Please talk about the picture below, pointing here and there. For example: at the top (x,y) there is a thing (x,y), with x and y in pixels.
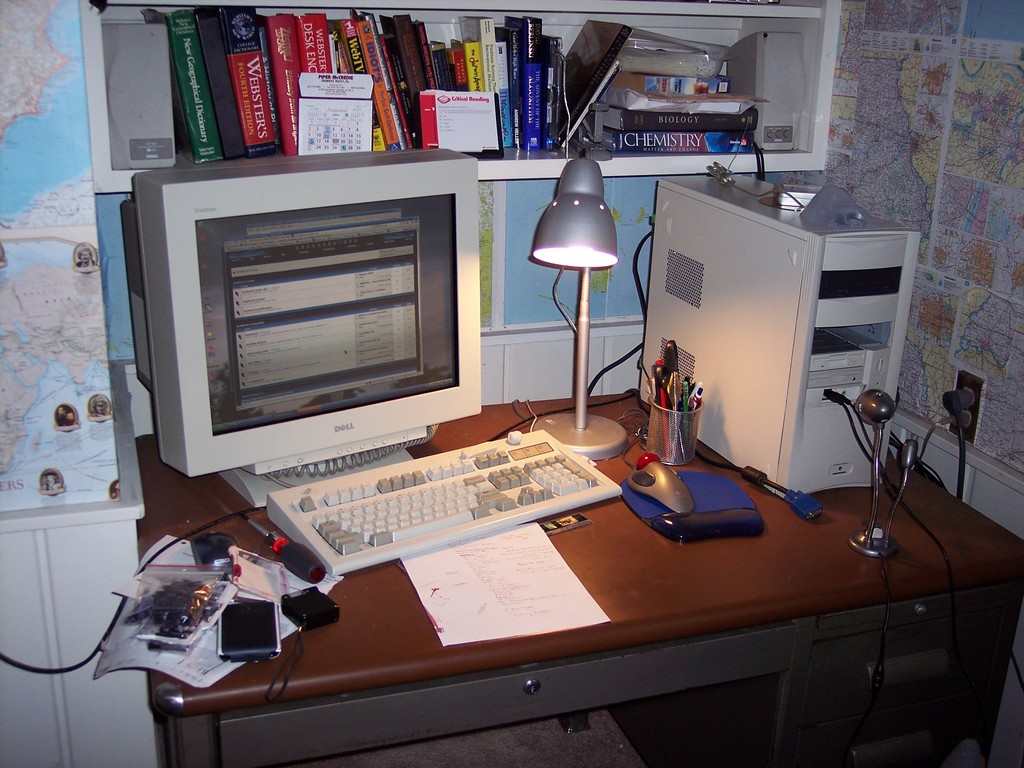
In this picture we can see a desk (675,572) and on the desk (402,710) there is a monitor (266,364), keyboard (517,446), CPU (737,376), mouse (662,477), mouse pad (706,477), pen stand (678,389) and some objects (184,570). On the left (74,304) and right side of the image (889,150), there are maps (71,320). Behind the monitor (362,240), there are books (276,83) and some objects (153,96) in a shelf (650,85).
